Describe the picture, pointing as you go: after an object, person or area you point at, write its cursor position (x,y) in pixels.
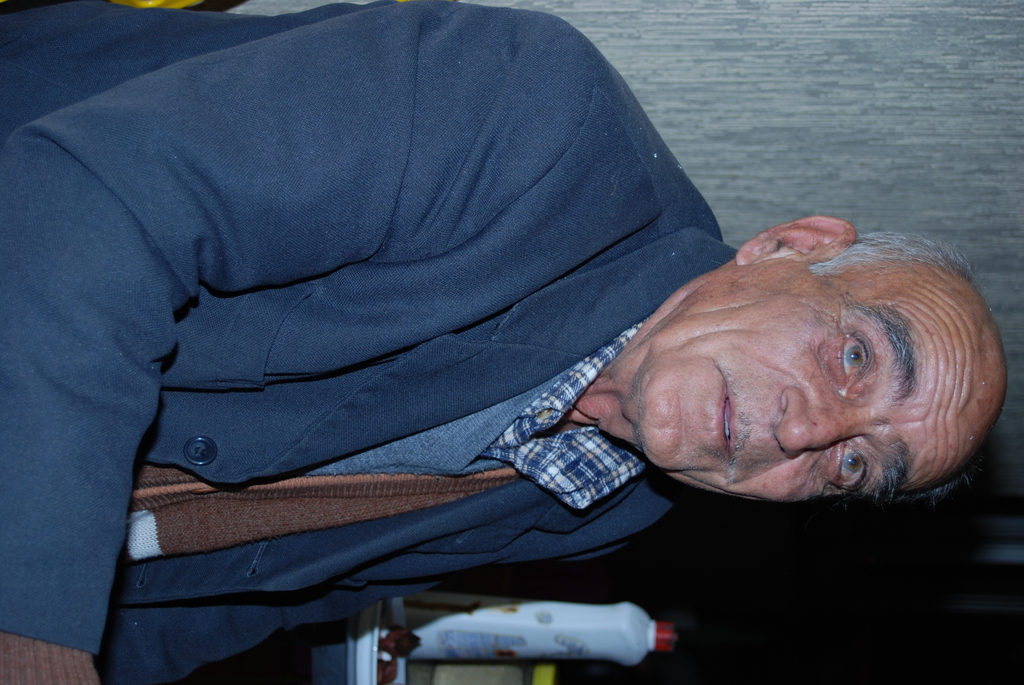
As we can see in the image there is a man (517,350) wearing blue color jacket (296,354) and there is a bottle (443,649).
